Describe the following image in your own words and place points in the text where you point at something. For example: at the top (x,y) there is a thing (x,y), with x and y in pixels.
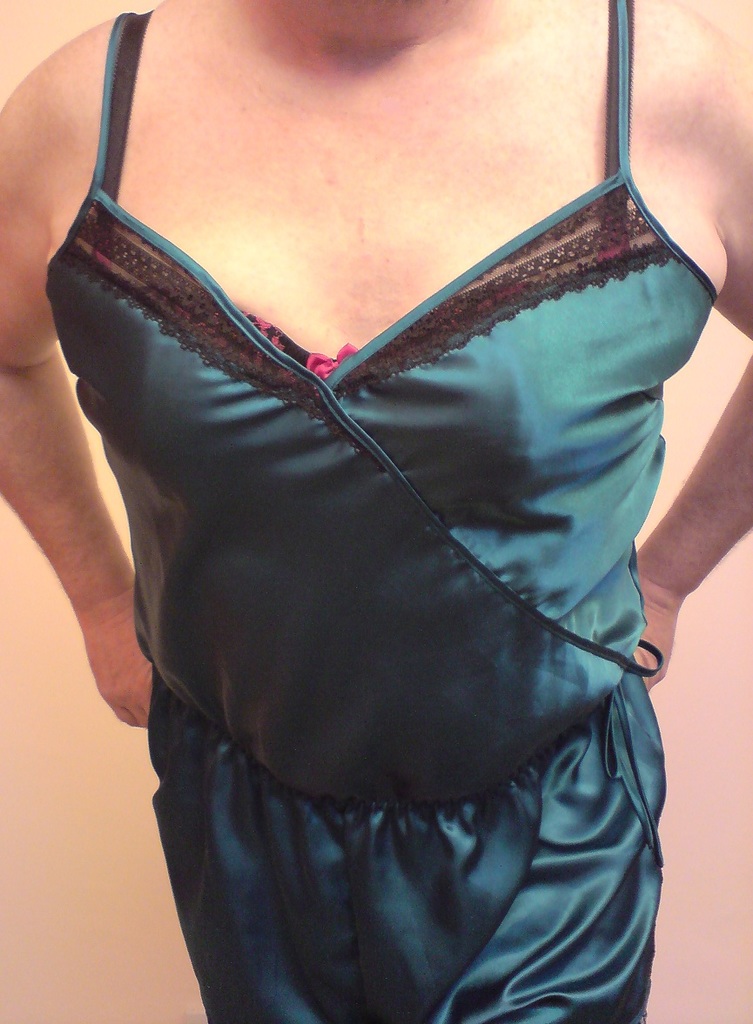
In this image, we can see a person (400,622) is standing.
